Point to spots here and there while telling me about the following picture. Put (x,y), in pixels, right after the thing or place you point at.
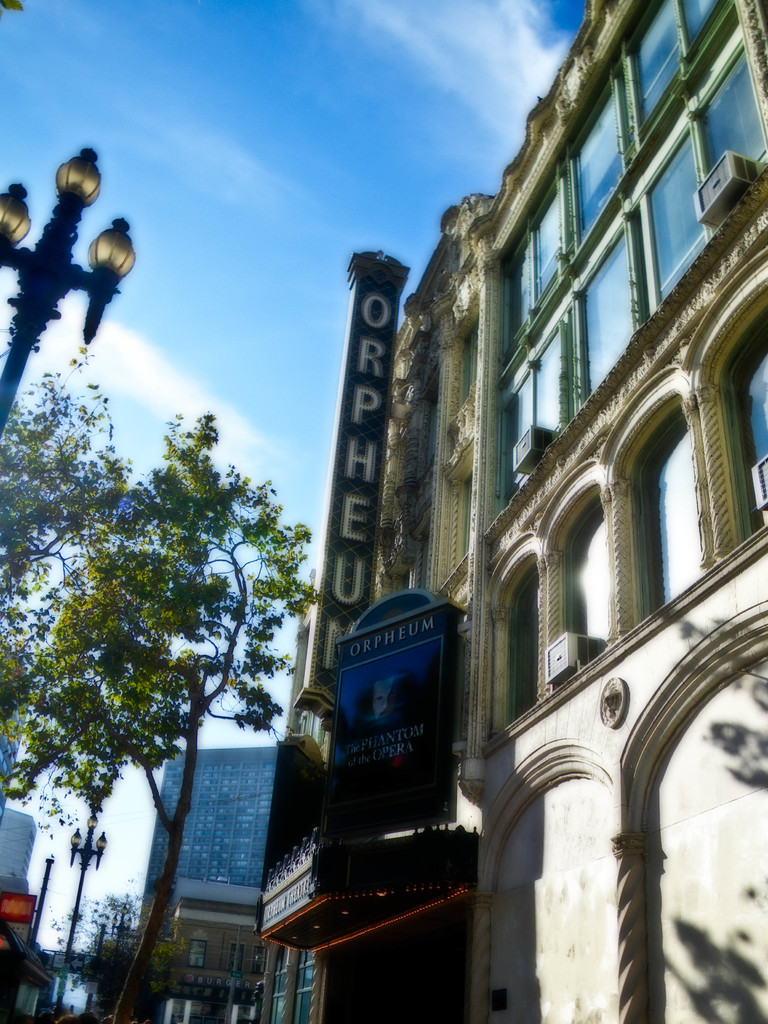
In this picture we can see many buildings (224,905). On the left (50,515) we can see the trees (45,506) and street lights (67,216). At the top (273,114) we can see sky (273,114) and clouds (439,60).
